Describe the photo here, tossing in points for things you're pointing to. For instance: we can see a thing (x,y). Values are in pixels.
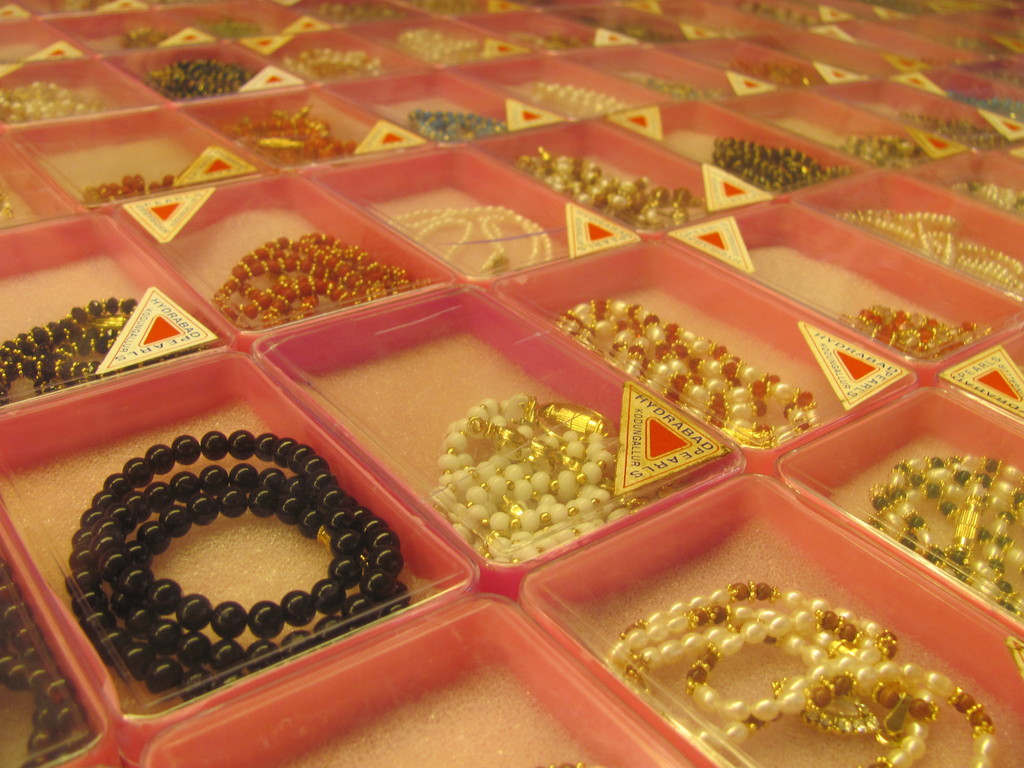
This image consists of ornaments (502,422) kept in the boxes (18,220).
